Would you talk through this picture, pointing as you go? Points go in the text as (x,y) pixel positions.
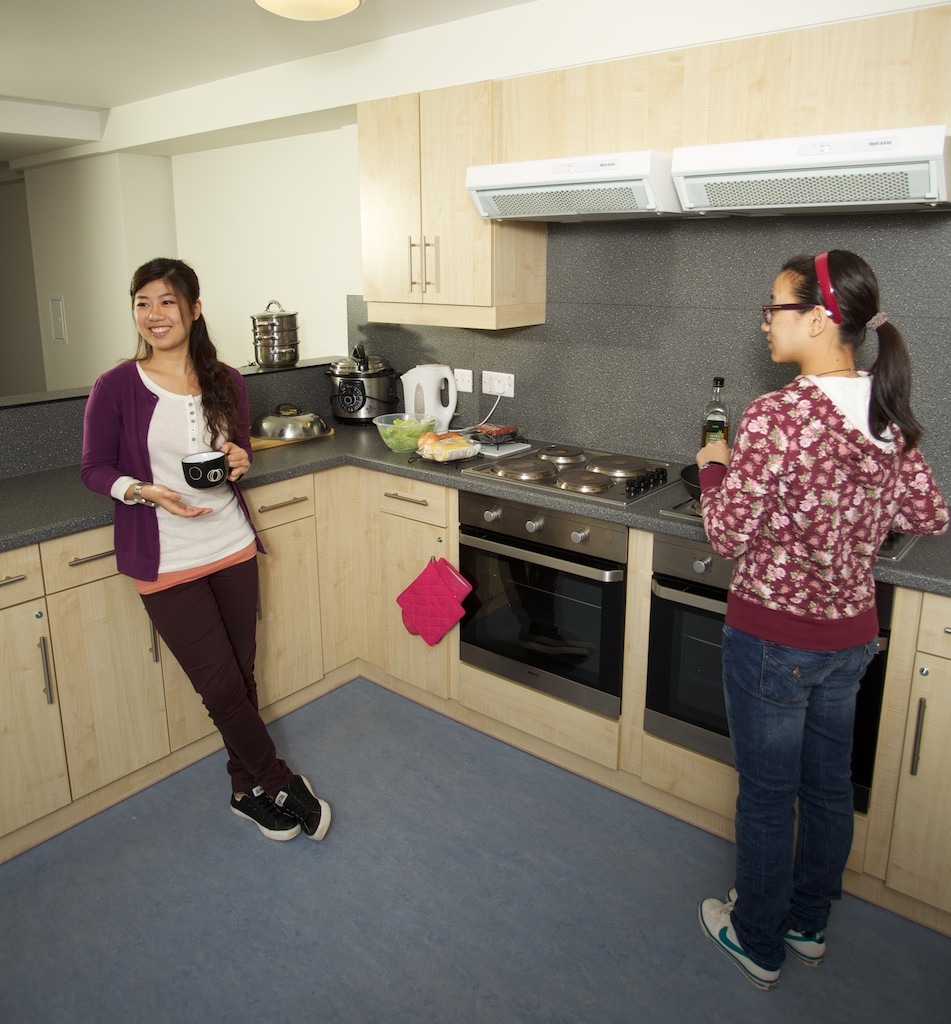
In this picture there are two women (157,420) who are standing near to the kitchen platform (595,504). On the platform (679,530) I can see the oven (661,679), bread (431,442), bowl (384,424), cabbage (402,420), rice cooker (370,379) and other objects (293,434). At the top (858,146) I can see the cupboards (412,171) and exhaust ducts (655,166). In the top left (304,0) I can see the light (317,6) on the roof (251,36).
